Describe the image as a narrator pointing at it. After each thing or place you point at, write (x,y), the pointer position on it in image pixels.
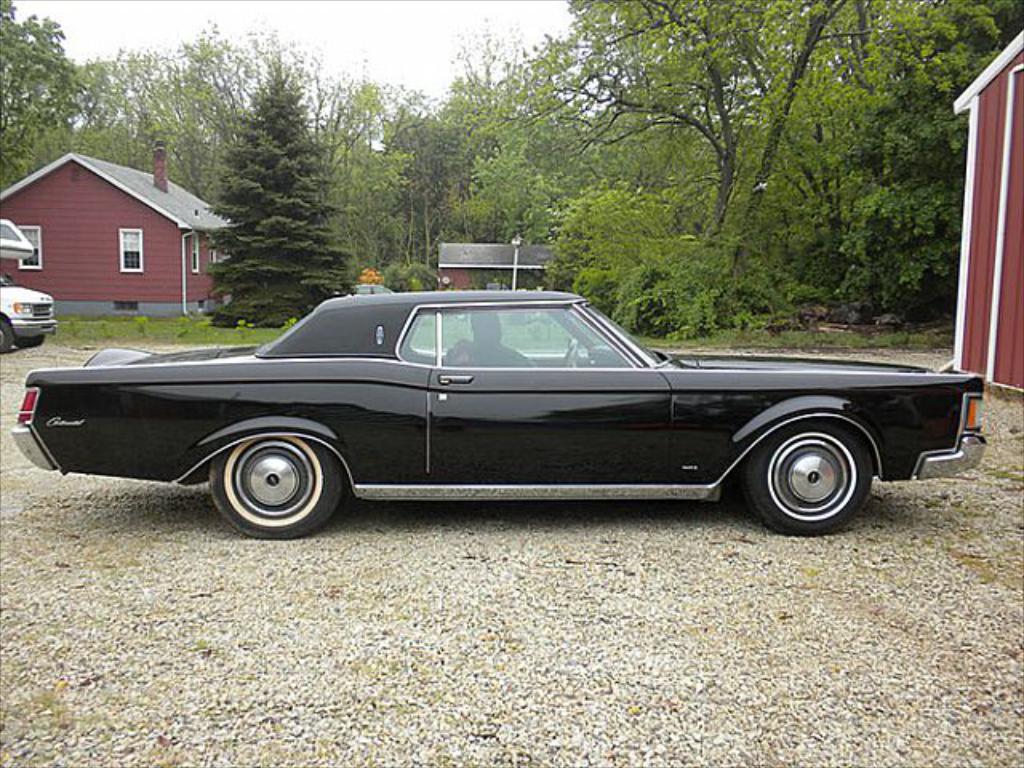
In this image there are vehicles (693,430), shelters (139,250), trees (323,247), grass (166,325), pole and sky (338,13). I can see a person (483,363) is inside the car (503,376).
